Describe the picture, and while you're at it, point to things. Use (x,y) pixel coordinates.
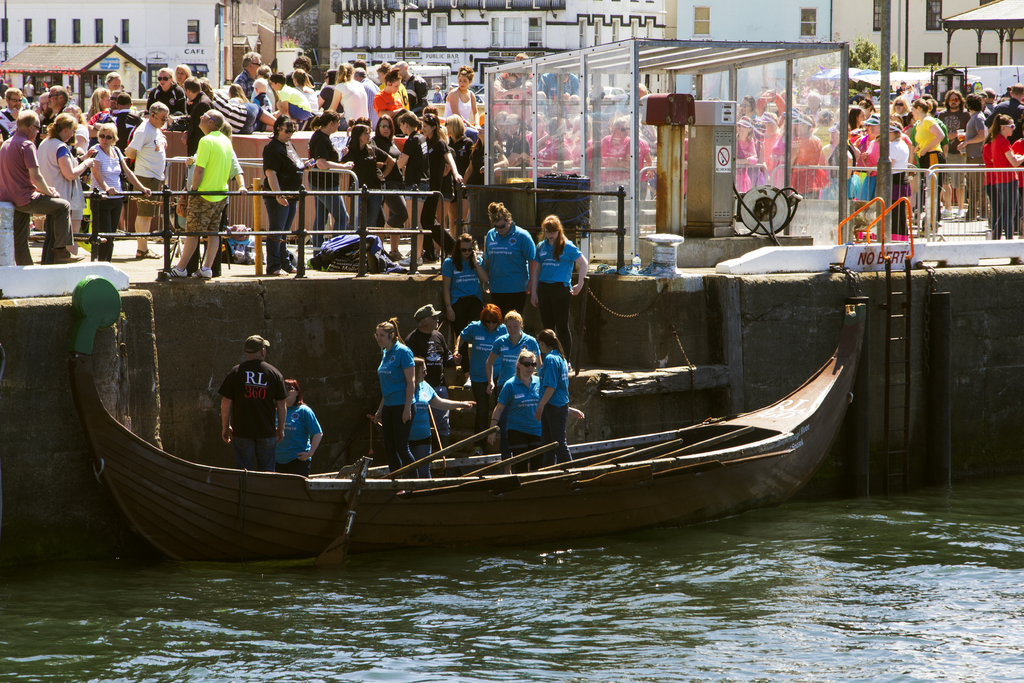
In the background (895,38) we can see buildings (296,5) and people (350,71). Here we can see water (651,590) and boat (647,461). We can also see people (566,236) wearing blue t-shirts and we can see two men (267,392) wearing caps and black t-shirts (244,395). Here this is a ladder (888,272). Near to the railings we can see people (20,201) standing.
